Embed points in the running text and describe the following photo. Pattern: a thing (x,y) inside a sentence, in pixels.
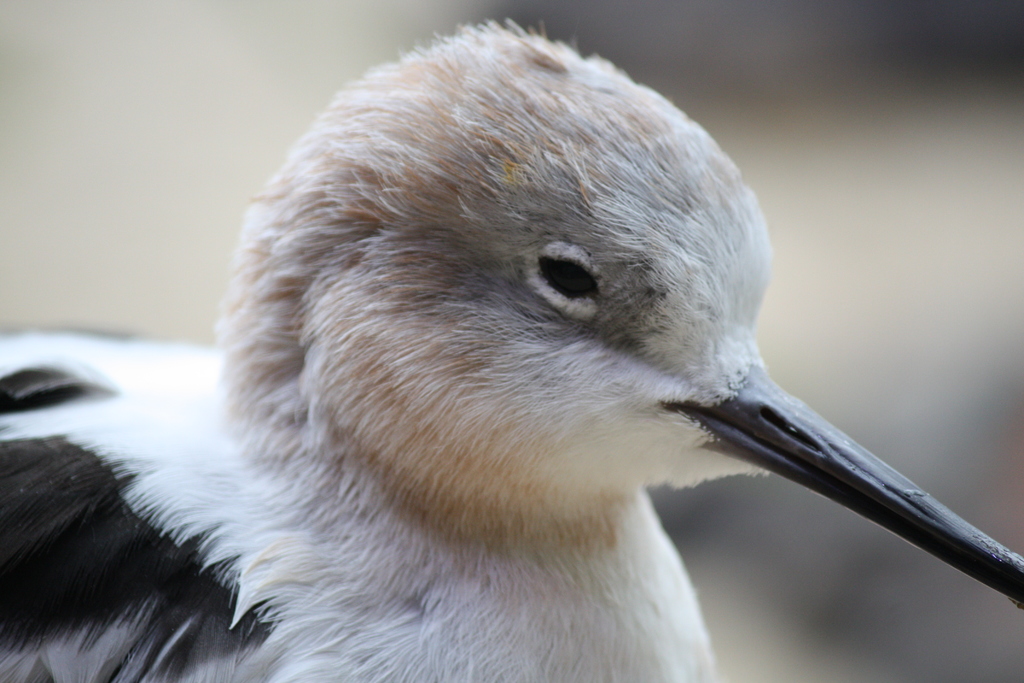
In this picture we can see a bird (404,150). In the background of the image (873,230) it is blurry.
